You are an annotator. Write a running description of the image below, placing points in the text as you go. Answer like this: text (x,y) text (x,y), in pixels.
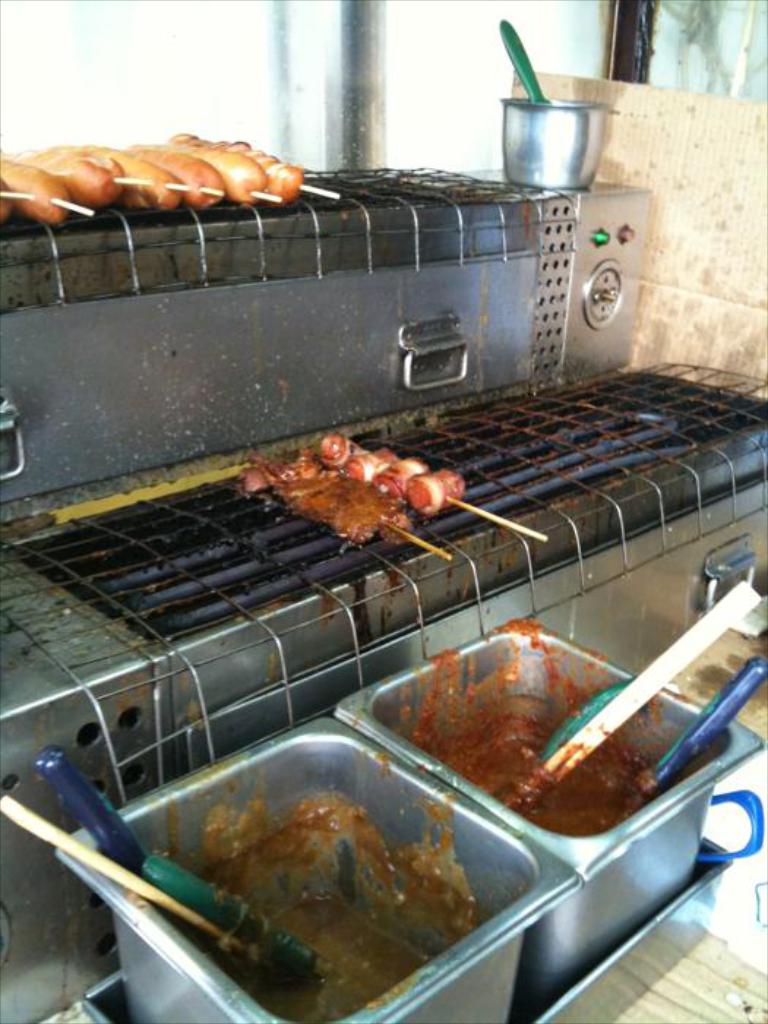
In this picture I can observe some food (355,477) placed on the grills (203,511). There are two bowls (359,793) in front of the grills (462,438). In the background (38,10) I can observe a glass (312,56).
